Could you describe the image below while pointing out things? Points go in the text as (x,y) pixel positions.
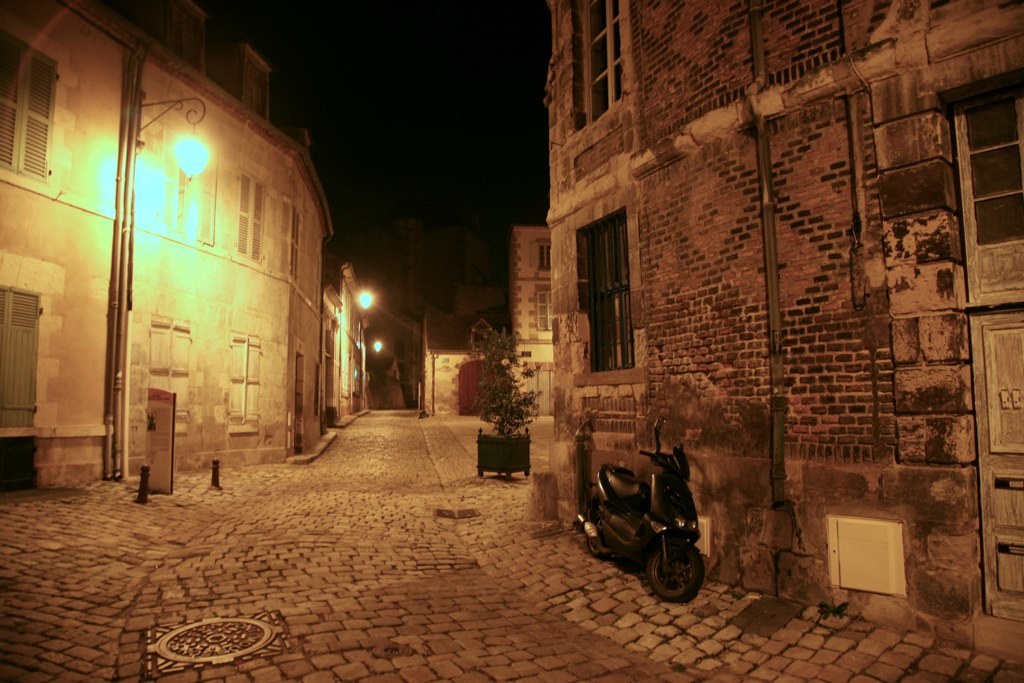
In this image we can see a motorcycle (678,553) placed on the ground (539,602). To the right side of the image (699,70) we can see a building (633,160) with windows (616,253) on it. In the middle of the image (517,441) we can see a plant (526,432). To the left side of the image (324,426) we can see a building (207,387), poles (132,149) and lights (197,157). In the background (377,131), we can see sky (392,164).
